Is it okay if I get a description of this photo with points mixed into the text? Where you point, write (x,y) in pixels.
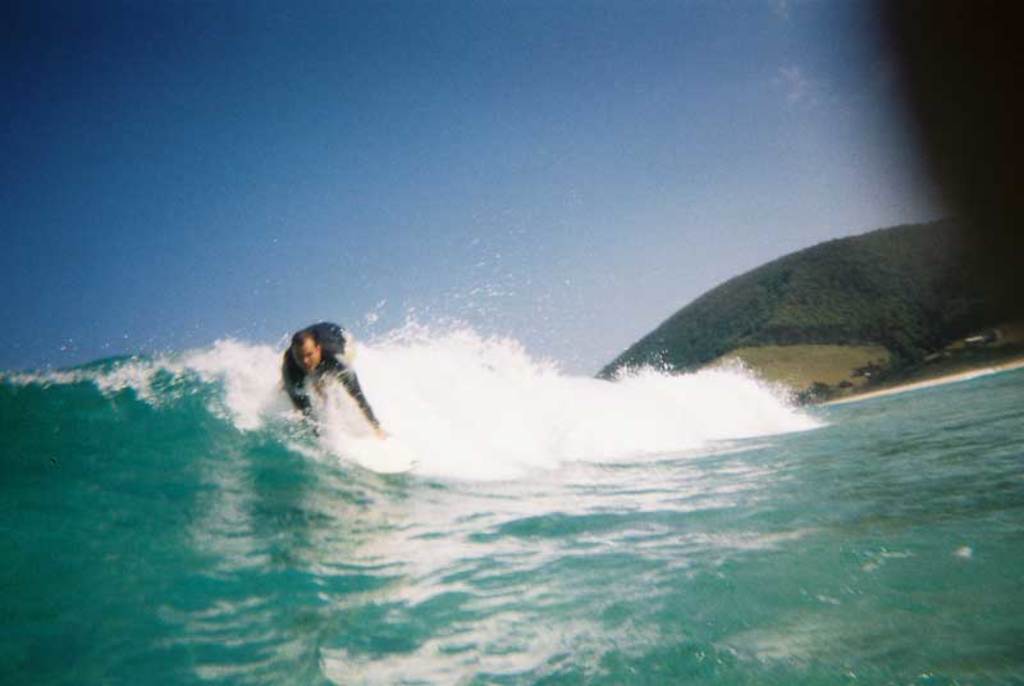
In this image a man (334,371) is surfing on water surface (499,448). In the background (699,367) there are trees (831,311), hills (801,322). The sky (663,117) is clear.
